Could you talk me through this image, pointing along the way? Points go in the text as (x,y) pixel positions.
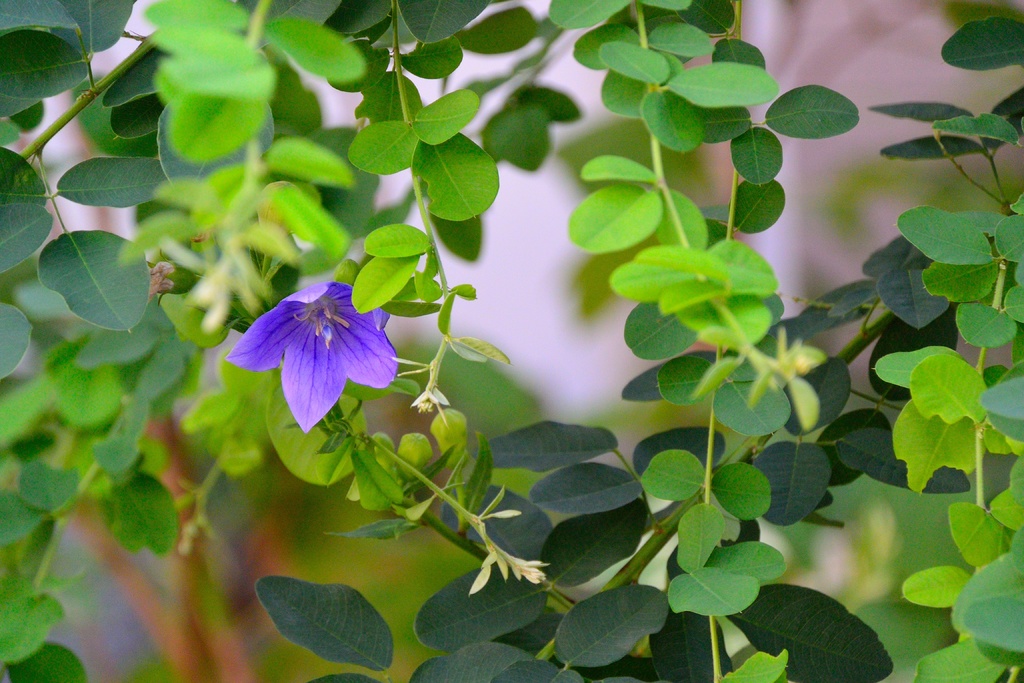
In this picture, we can see a flower (377,309), plants (379,525) and we can see the blurred background (191,593).
